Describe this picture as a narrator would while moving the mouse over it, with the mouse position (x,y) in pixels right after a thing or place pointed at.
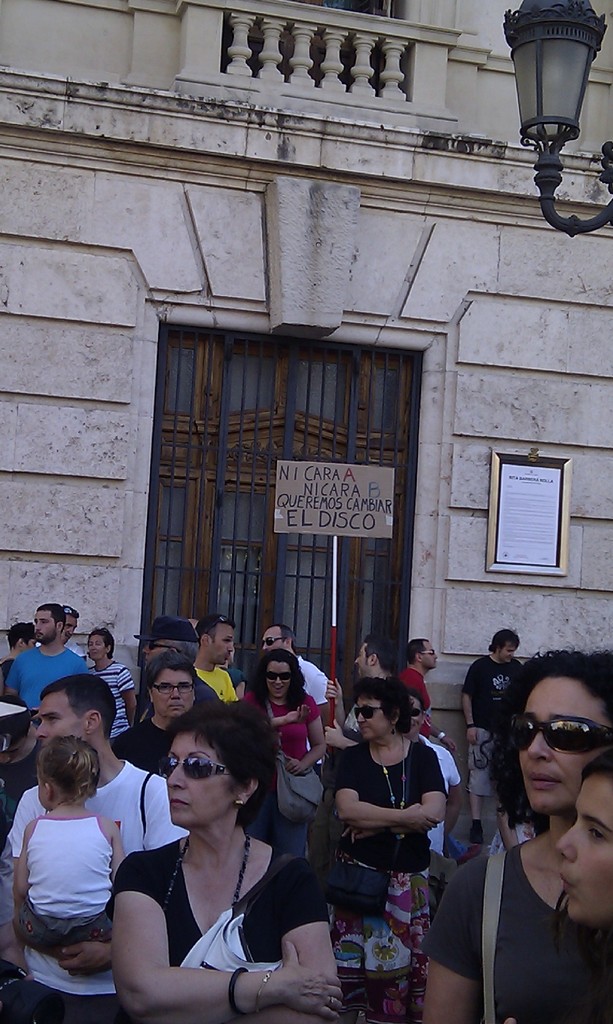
In this image there is the wall (462,663), in front of the wall (149,388) there is a crowd (227,620), there is a window (221,407), in front of the window (215,570) there is a person (293,651) holding a pole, there is a banner (332,530) attached to the pole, on which there is a text (365,505), there is a frame (521,476) attached to the wall (573,162), in the top right corner (543,63) there is a lamp (584,34).
